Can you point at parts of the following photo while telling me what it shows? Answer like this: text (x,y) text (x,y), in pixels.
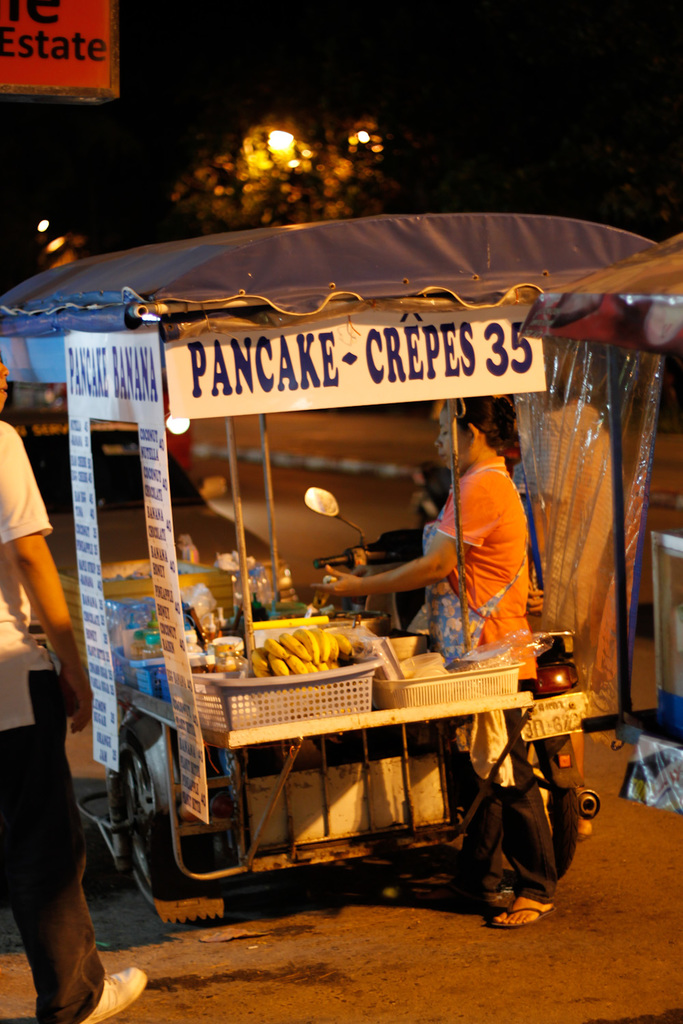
In this image there is a vehicle (247,650), and in the vehicle (364,767) there are some baskets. And in the baskets (201,676) there are some bananas (261,664), and some food items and there are some boards (144,466) and plastic cover (552,351) and some people (488,552) are standing and there is a bike (562,709). On the right side of the image (638,537) there are some objects (627,671), at the bottom (438,906) there is a walkway (614,887) and in the top left hand corner (88,39) there is a board (101,63). In the background (265,181) there are trees (370,157).
